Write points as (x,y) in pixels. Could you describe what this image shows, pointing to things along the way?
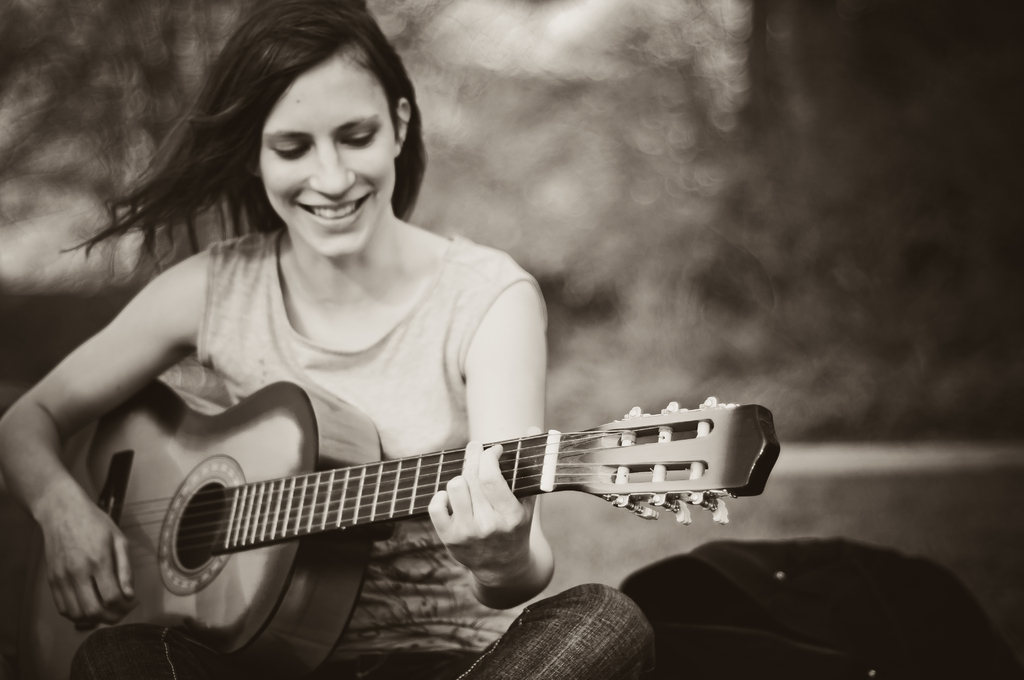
In this image there is a woman (47,388) sitting and playing a guitar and smiling, having a bag (946,678) beside her.
